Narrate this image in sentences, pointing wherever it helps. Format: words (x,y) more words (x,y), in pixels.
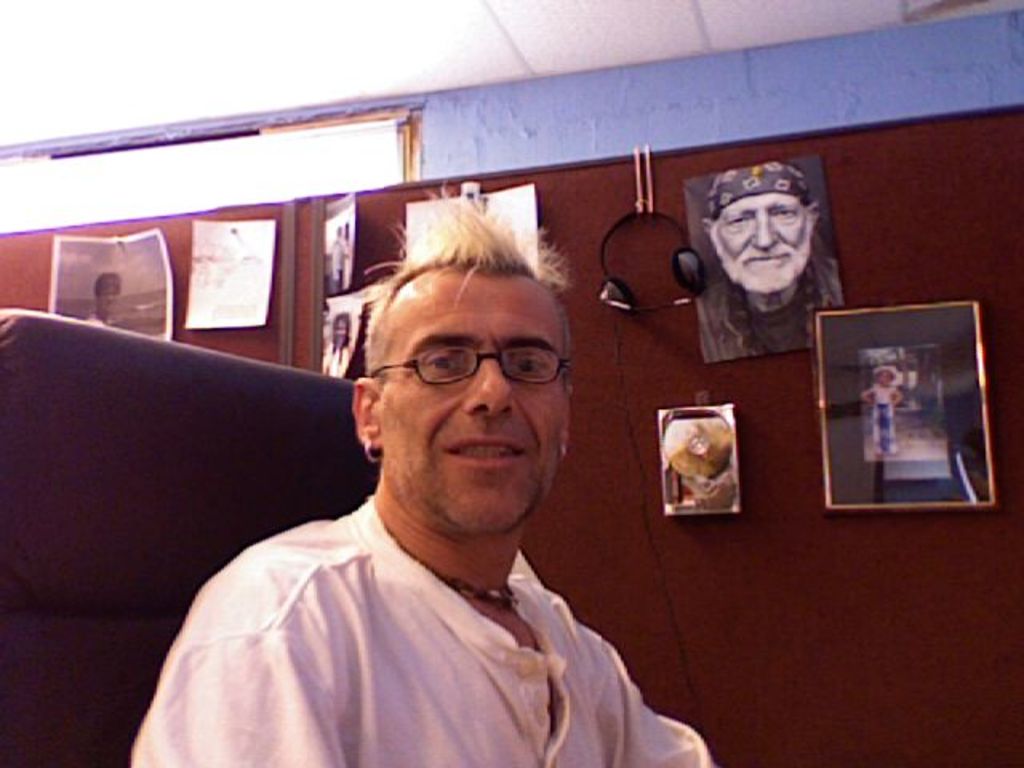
In this image, we can see a person (372,624) is watching and sitting on the chair (161,517). He wore glasses (535,369). Background (669,331) we can see photographs (952,510) and headphones (629,302) are on the wall (560,465). Top of the image (719,43), we can see the ceiling (544,40) and screen (290,178).
